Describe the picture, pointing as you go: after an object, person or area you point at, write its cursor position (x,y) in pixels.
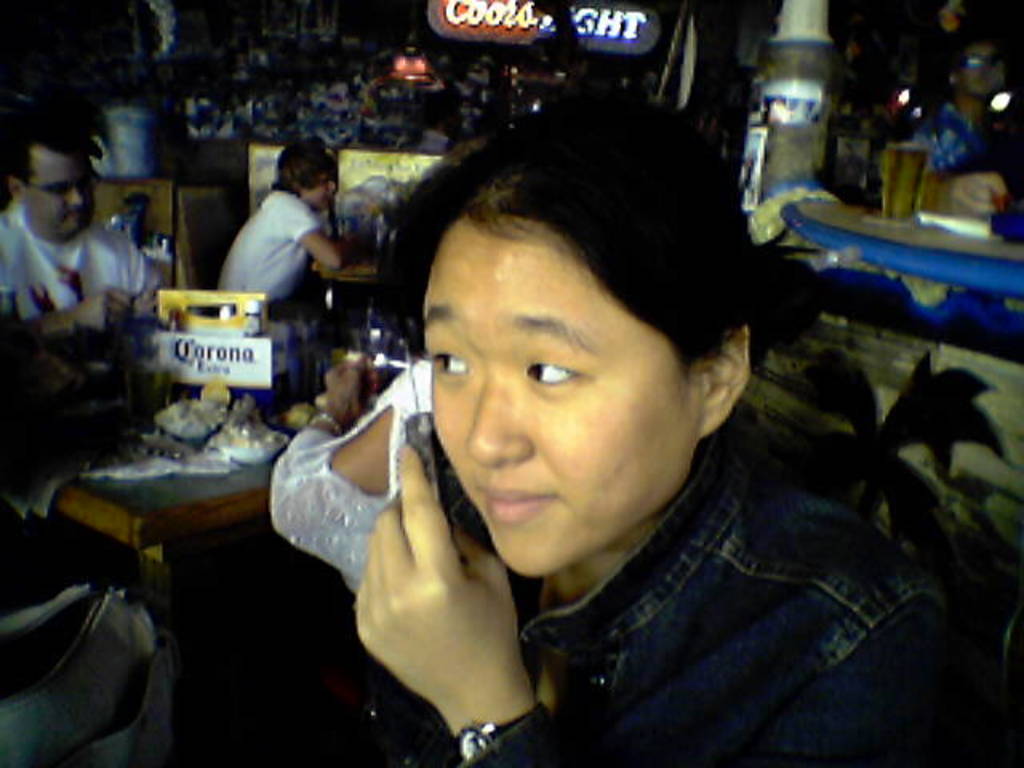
As we can see in the image there are few people (673,453) here and there, banner (194,367), tables (923,236) and glass (918,192). The image is little dark.
